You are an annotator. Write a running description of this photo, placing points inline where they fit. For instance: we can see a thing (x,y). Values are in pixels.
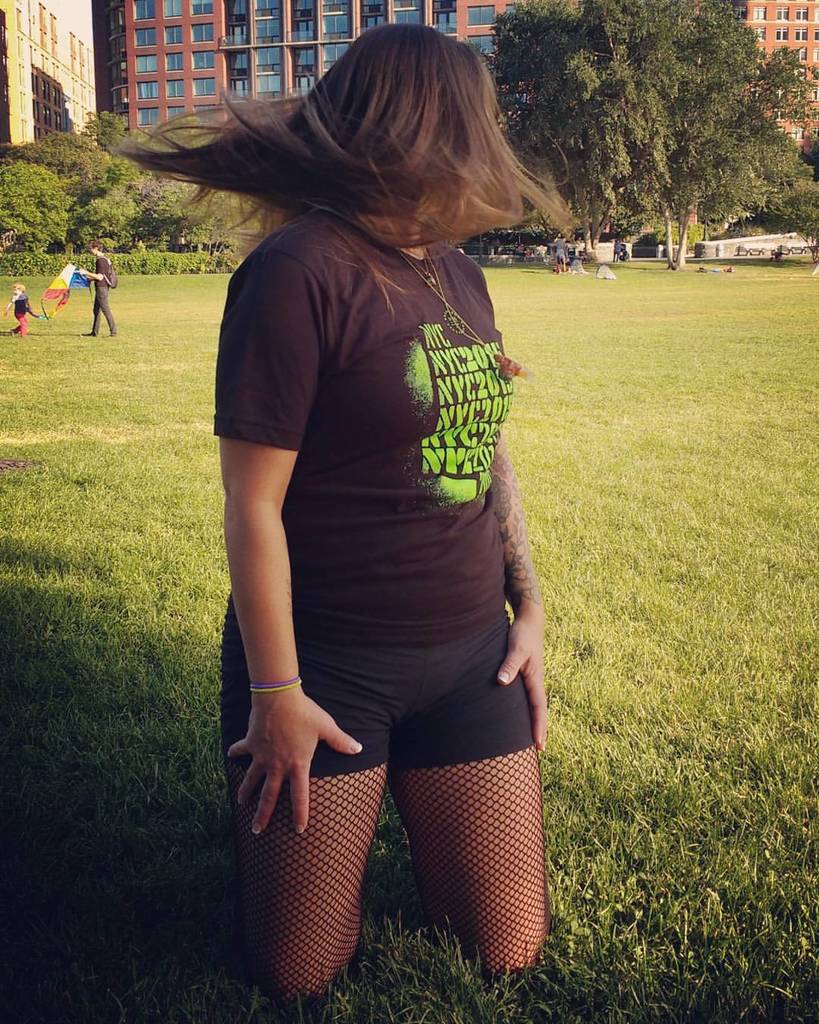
In this picture we can see a woman (251,518) on grass (143,458) and in the background (84,236) we can see a man (99,278) holding a kite (72,268) with his hand (79,270), child (19,317), buildings (161,13) with windows (141,63), trees (686,177).
